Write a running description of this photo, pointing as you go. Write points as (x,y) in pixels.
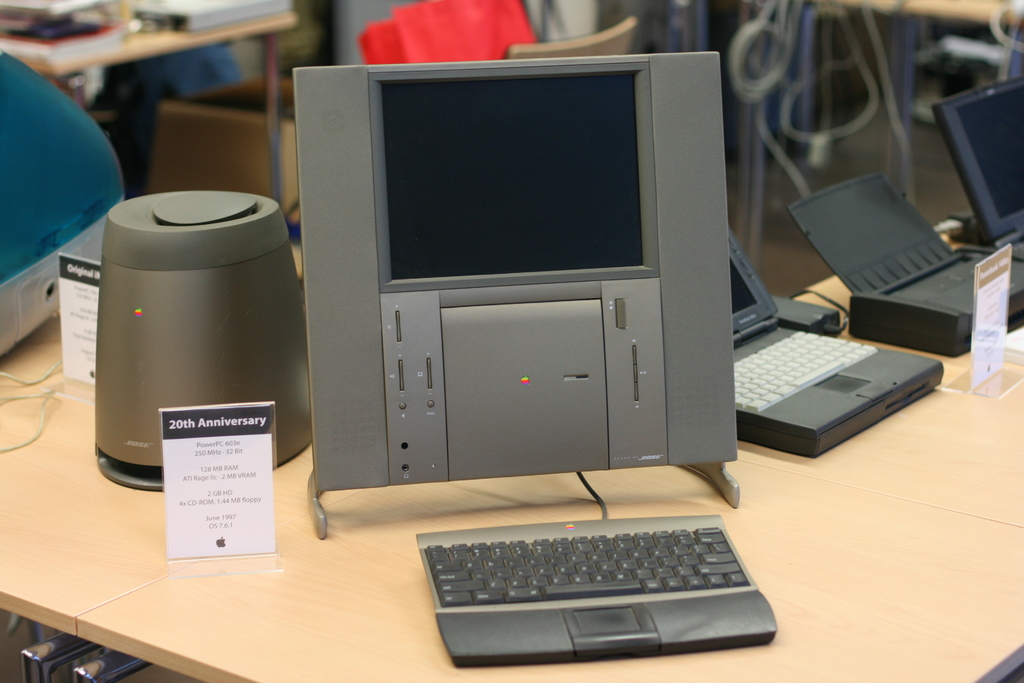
In this picture we can see laptops (981,118), keyboard (656,572) and some devices (118,220) on a table (14,419) and in the background (623,24) we can see chair (622,40), box (200,107), wires (778,46), table (71,61) with books (16,37) on it.
